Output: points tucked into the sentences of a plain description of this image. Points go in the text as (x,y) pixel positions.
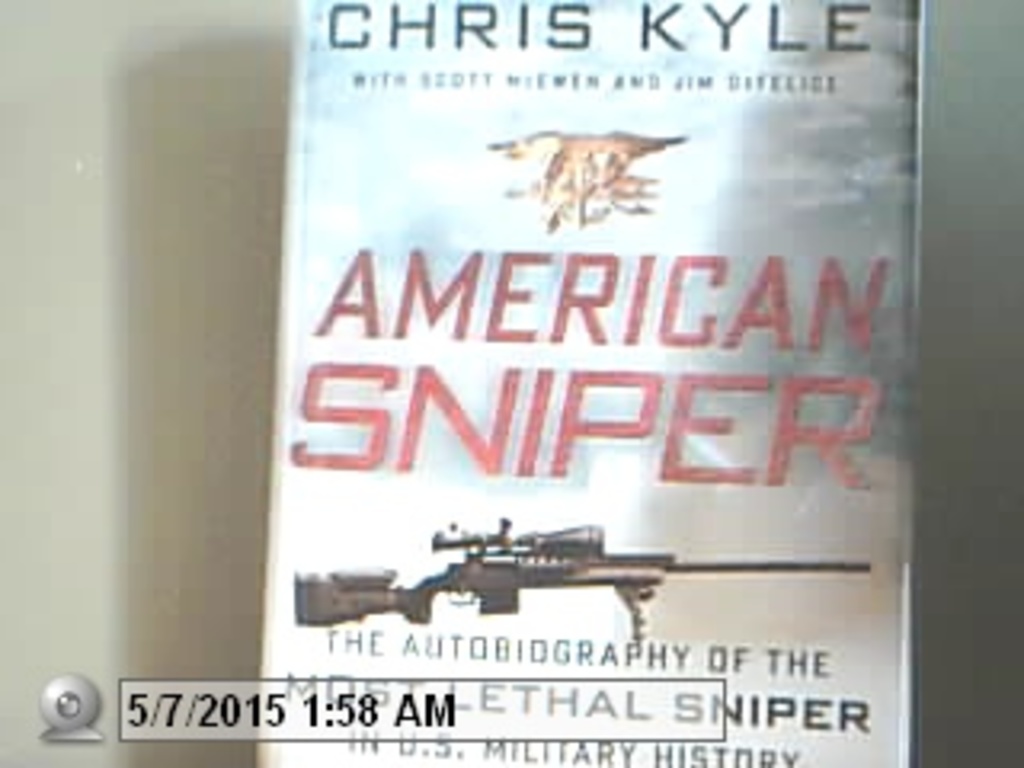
In this image we can see a book (754,543) with a picture (522,579) of a gun (591,570) and some text (654,699) on it.
